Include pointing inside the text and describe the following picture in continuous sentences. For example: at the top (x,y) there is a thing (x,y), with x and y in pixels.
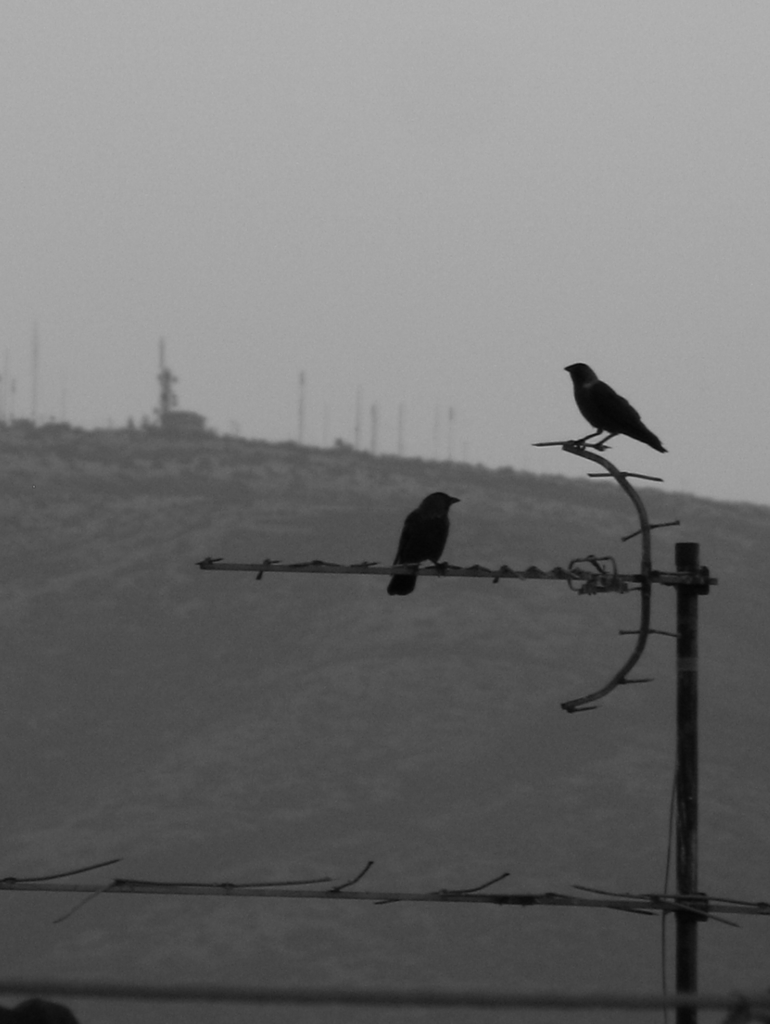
In this picture there are two crows (593,372) were standing on the tower (693,621). In the background (327,499) we can see the mountain (336,503) and plants (337,504). At the top of the mountain (436,478) i can see many poles (36,350). At the top (437,157) i can see the sky (450,166) and clouds (310,8).
